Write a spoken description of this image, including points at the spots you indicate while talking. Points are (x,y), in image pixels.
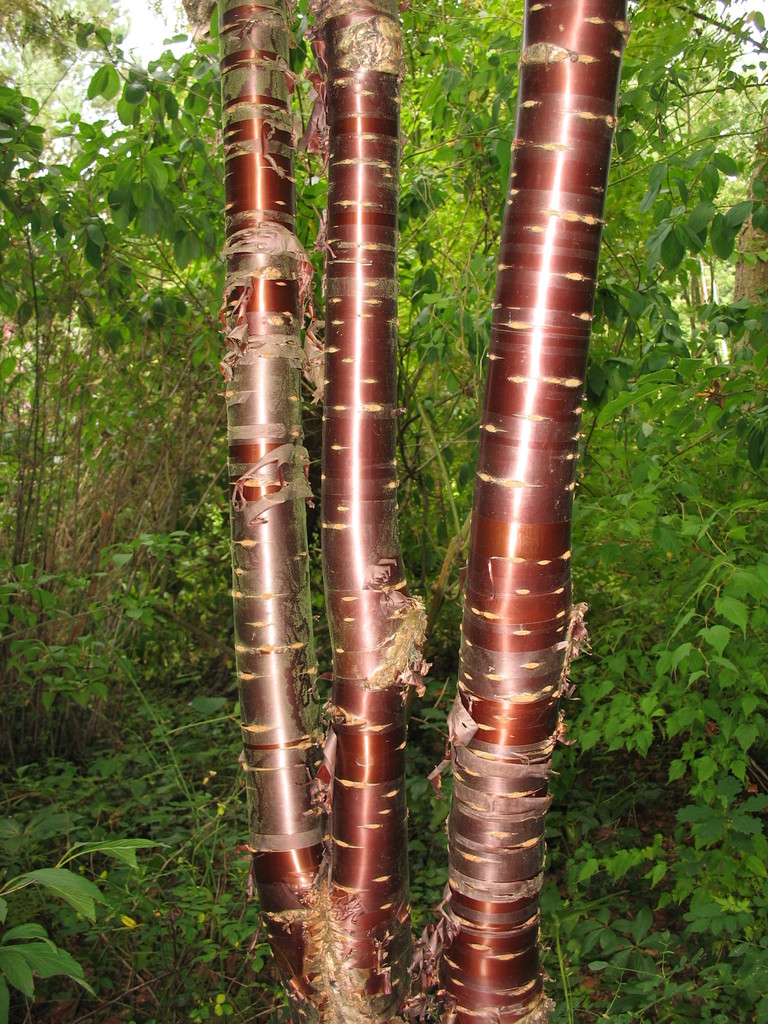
In this image in the front (289,698) there is branch (381,681) of a tree (449,756). In the background (306,189) there are trees (628,484). On the ground (661,918) there is grass (232,964).
